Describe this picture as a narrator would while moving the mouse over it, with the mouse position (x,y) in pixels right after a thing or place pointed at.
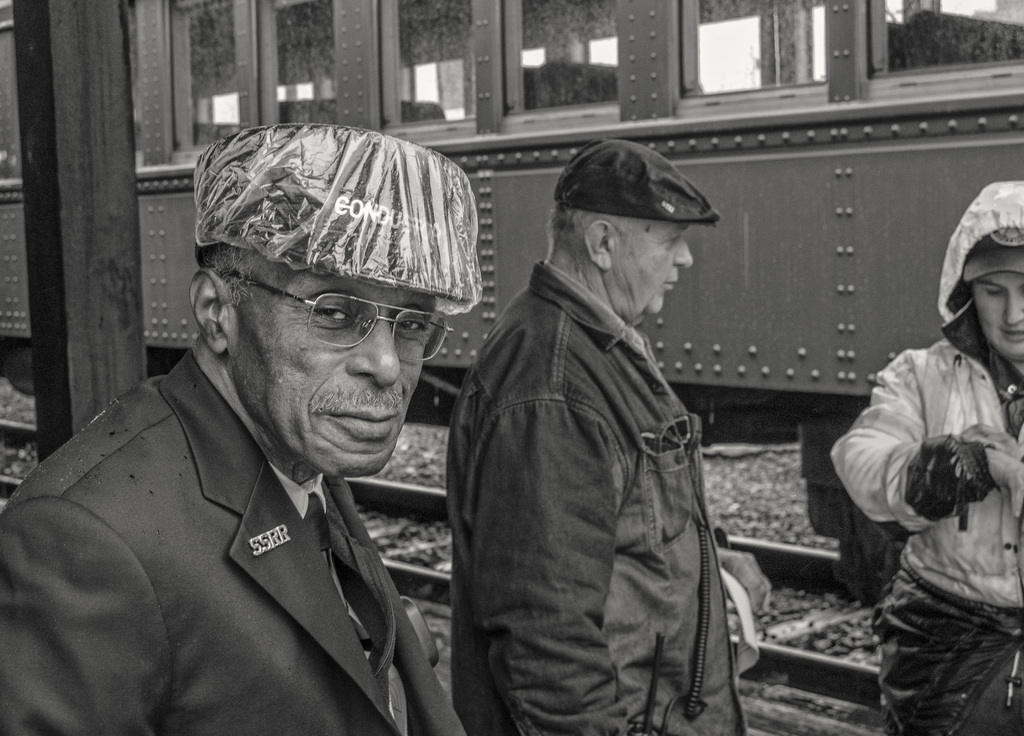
This is a black and white image where we can see this person (356,531) wearing blazer (267,612), tie (369,604), spectacles (332,331) and cap (310,237) is standing. Here we can see these two persons (704,620) are also standing. In the background (75,40), we can see wooden pillar (77,239) and a train (494,90) on the railway track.
